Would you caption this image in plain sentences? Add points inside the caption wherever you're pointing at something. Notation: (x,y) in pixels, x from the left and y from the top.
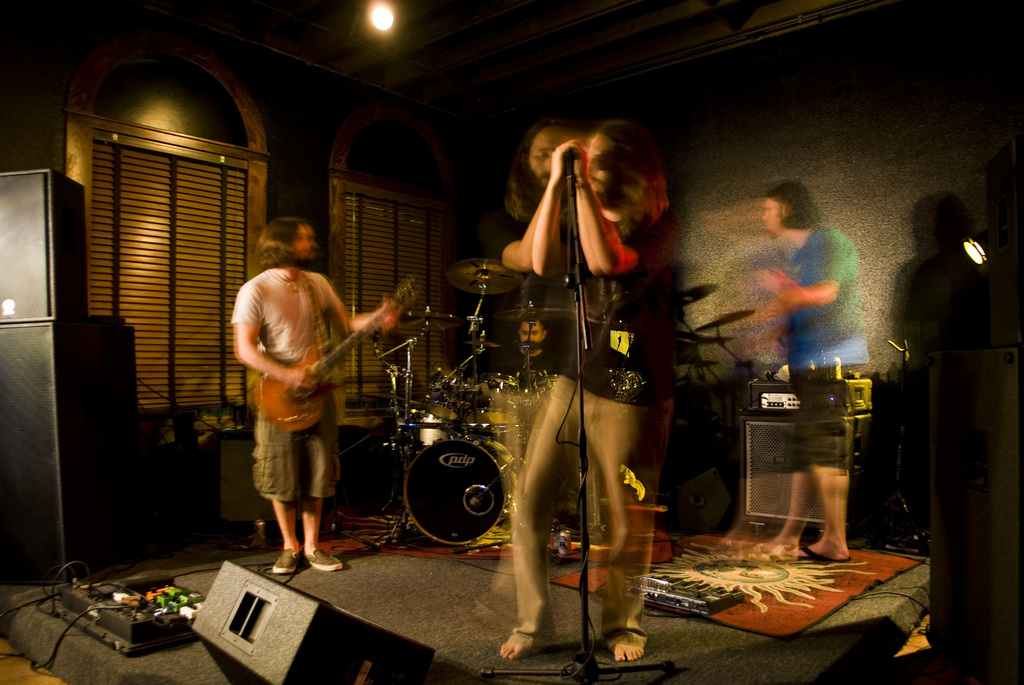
As we can see in the image there are few people (271,316) playing different types of musical instruments (488,491) and there is a wall (280,190) and window (197,195).
